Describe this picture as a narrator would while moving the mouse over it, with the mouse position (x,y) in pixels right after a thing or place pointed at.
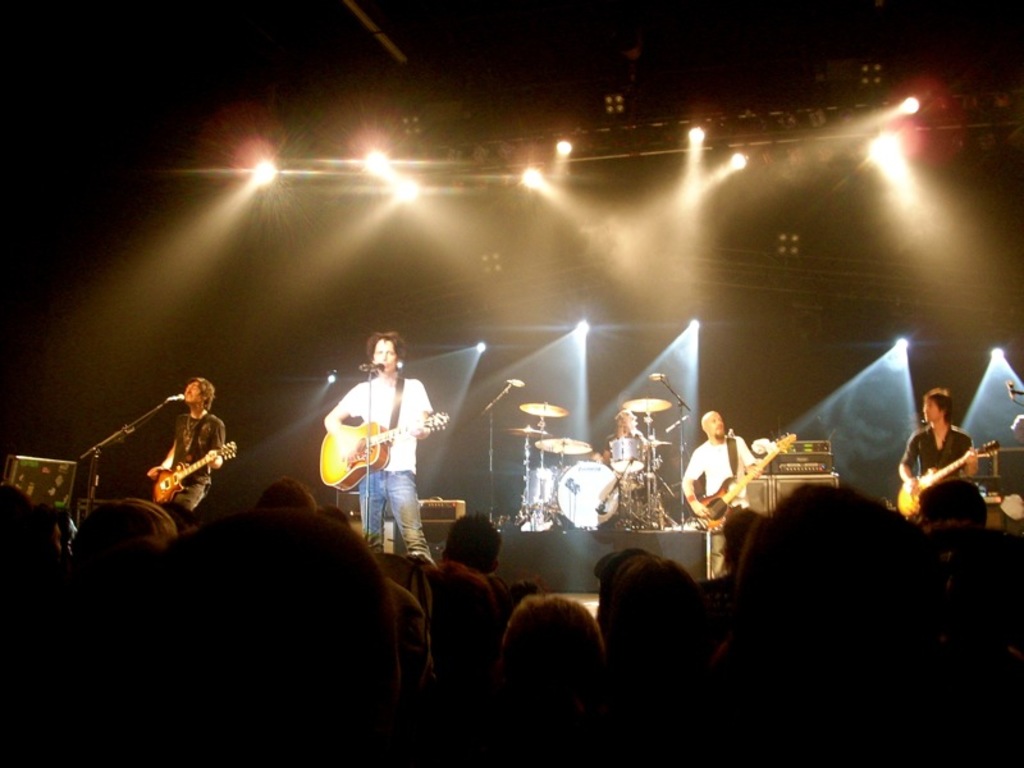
This picture is clicked in a musical concert. Here, we see four people (391,396) standing and holding guitar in their hands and playing it and they are even singing on microphone (373,365). Behind them, we see a man (605,456) in black shirt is playing drums (562,500). In front of them, we see many people (244,576) enjoying that music.
